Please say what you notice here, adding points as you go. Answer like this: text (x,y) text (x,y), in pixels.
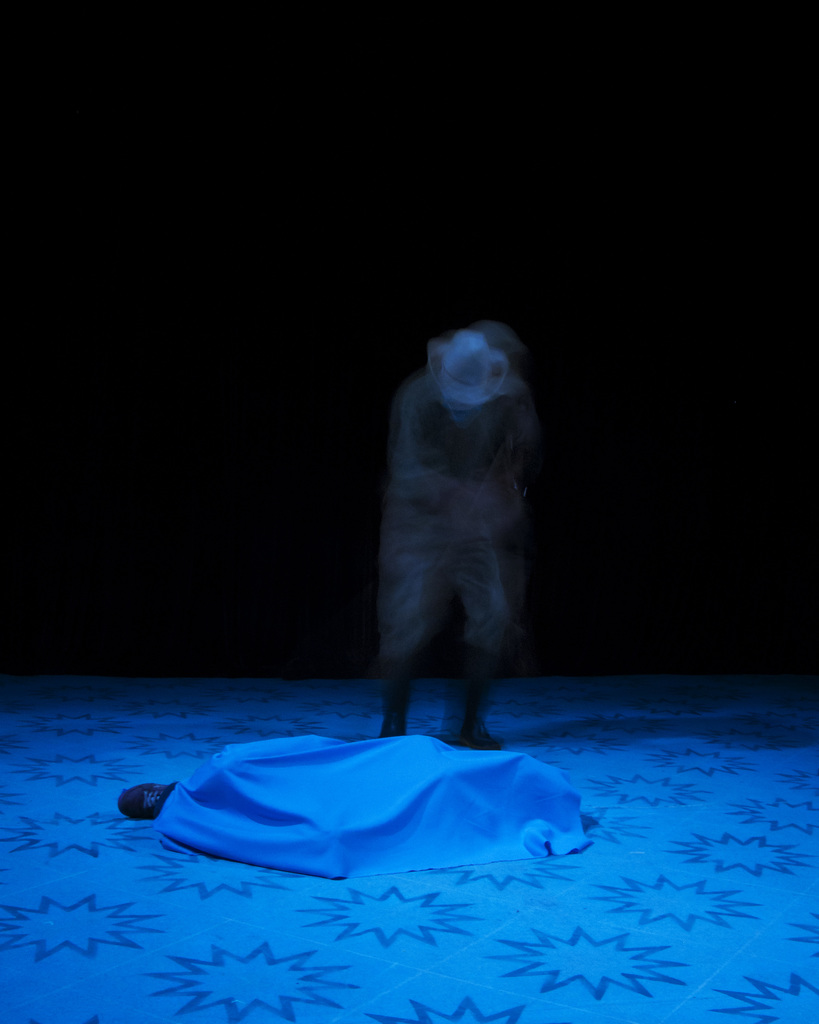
In this image we can see one person (481,616) is standing and the other person (480,809) is lying on the floor (600,804). And he is covered with blue color bed sheet (354,804).
